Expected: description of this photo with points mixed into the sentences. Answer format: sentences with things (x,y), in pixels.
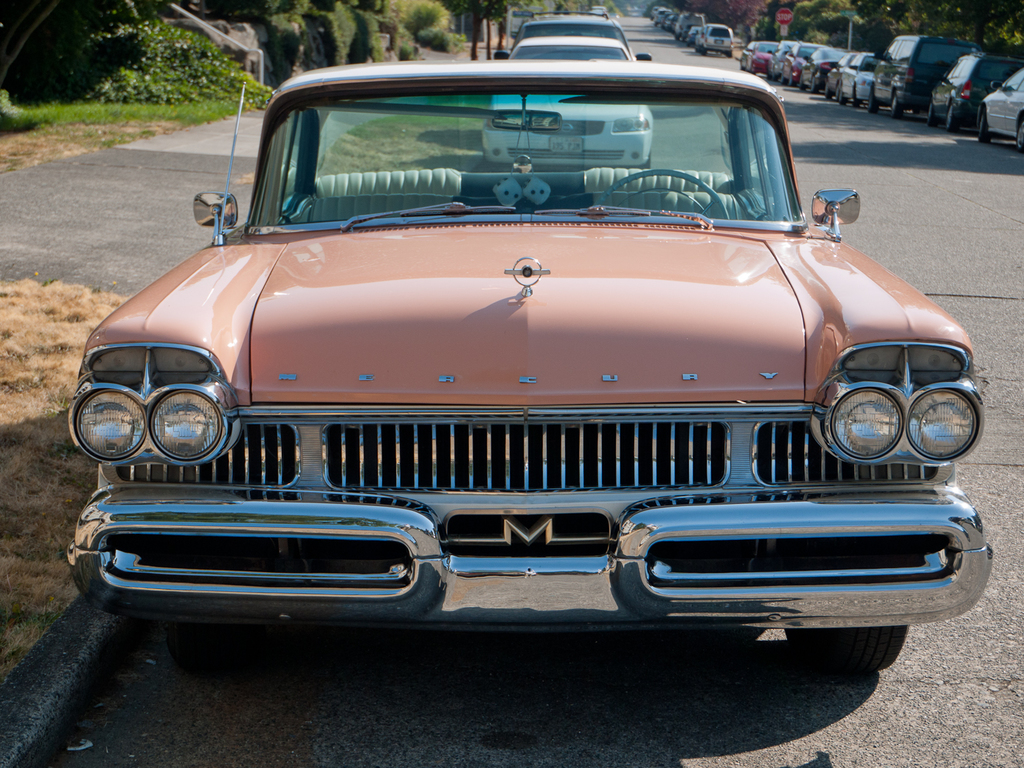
This picture might be taken from outside of the city and it is sunny. In this image, in the middle (612,283), we can see a car (512,341) which is placed on the road (986,388). On the left side (108,46), we can see some trees (420,44), on the right side (785,36), we can also see some cars (889,46), trees (1021,33), hoardings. In the background (691,42), we can see some cars (698,17) which are placed on the road (681,56), at the bottom (97,645) there is a road (990,207) and a grass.
